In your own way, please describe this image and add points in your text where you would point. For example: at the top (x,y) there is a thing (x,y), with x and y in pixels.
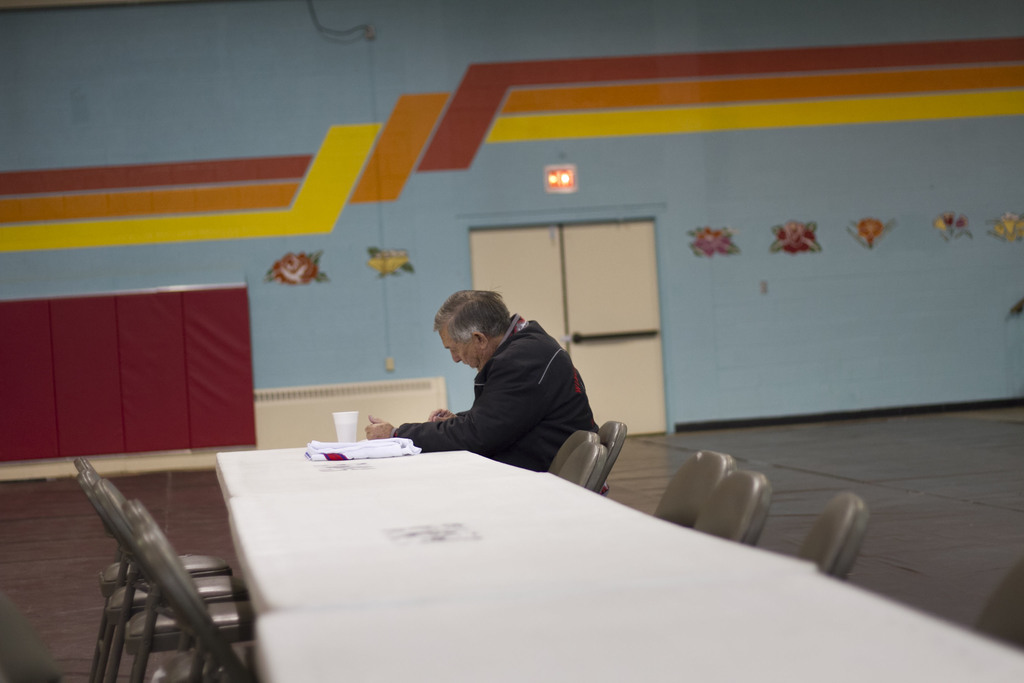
In this picture there is a man (547,351) sitting on the chair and there is a glass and there are objects (334,449) on the table (601,682) and there are tables (438,534) and chairs (670,502). At the back (285,263) there is a door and there are pictures (296,276) of flowers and there is a board (557,173) on the wall (768,275). At the top (325,30) there is a wire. At the bottom (996,461) there is a floor (969,446).
